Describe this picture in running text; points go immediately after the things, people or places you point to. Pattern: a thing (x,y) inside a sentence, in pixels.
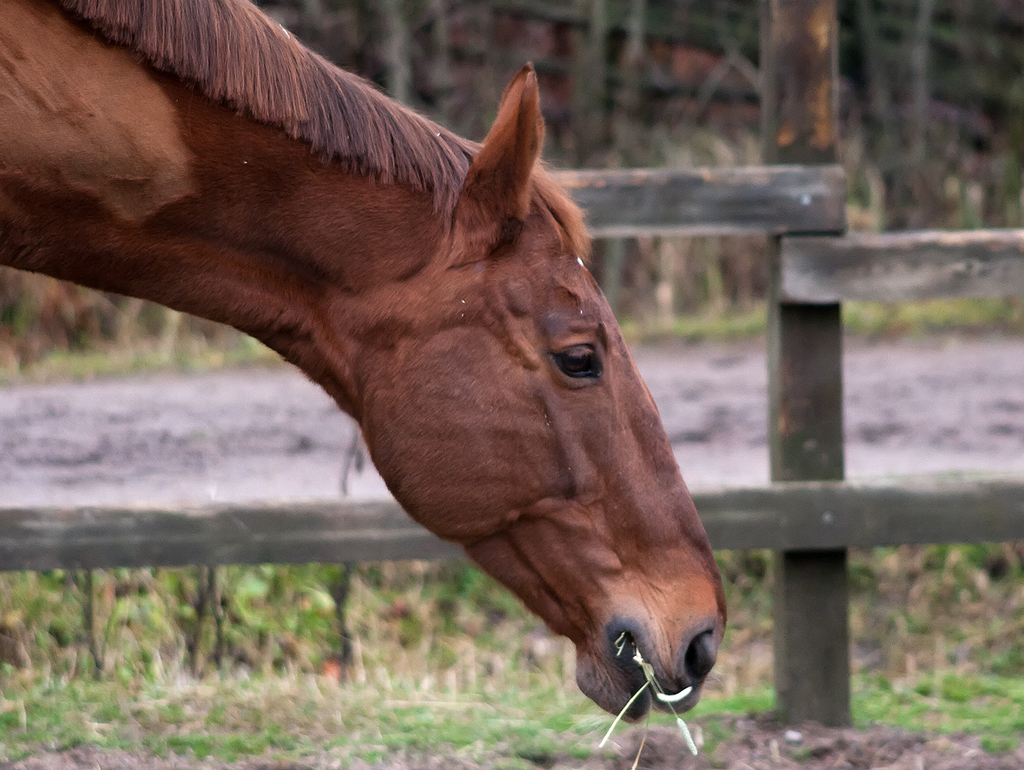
In this picture I can see a horse (520,285) in front (48,154), which is of brown color. In the background (970,220) I can see the grass (524,686) and the wooden fencing (72,548).
